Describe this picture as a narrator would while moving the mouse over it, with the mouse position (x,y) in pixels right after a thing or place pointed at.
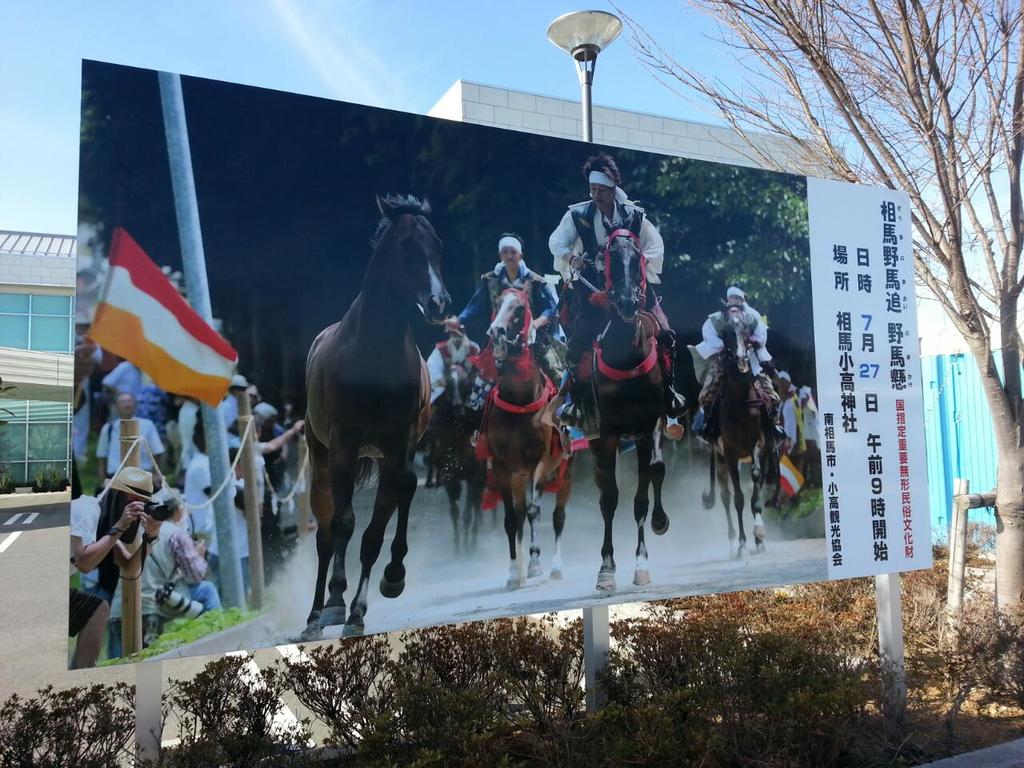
In this image I can see few trees (688,709), three white colored poles (590,696) and a huge banner (366,510) attached to the poles (595,647) and in it I can see few persons (543,305) sitting on horses (550,379) and a flag (180,350). In the background (43,317) I can see few buildings (40,331), a tree (1008,406), a street light (580,52) and the sky (361,42).
